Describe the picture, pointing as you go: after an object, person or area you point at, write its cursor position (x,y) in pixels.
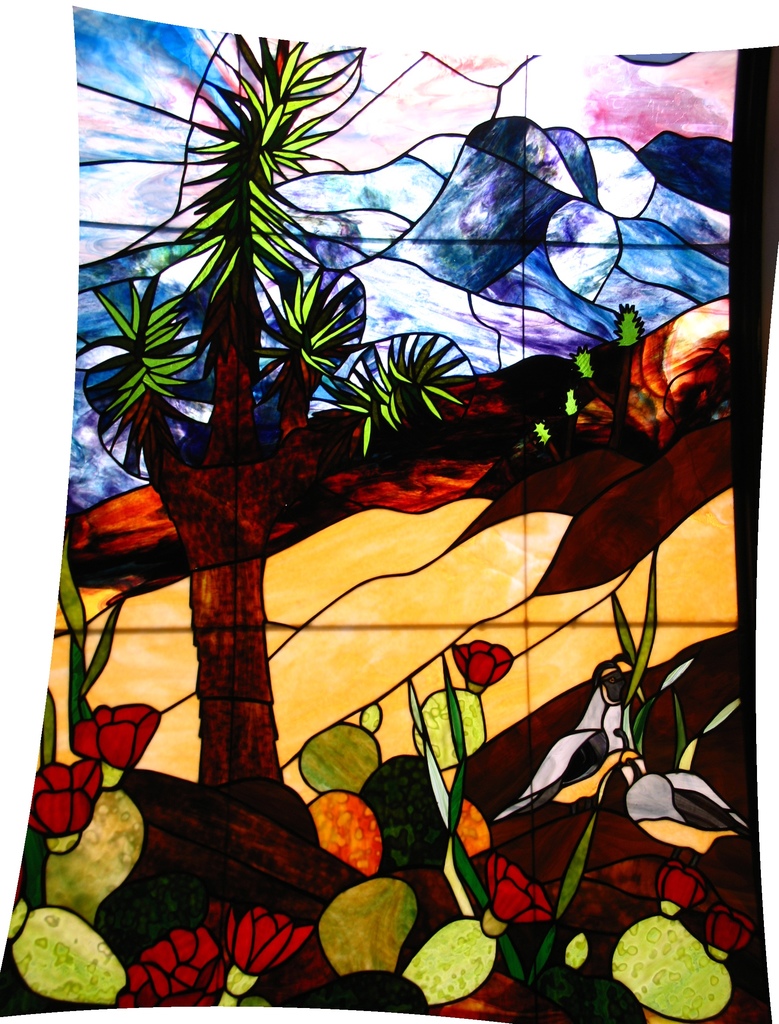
In this image we can see a painting (294,666). On that there is a tree (256,563), flowers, hills (326,220) and plants (340,834).
